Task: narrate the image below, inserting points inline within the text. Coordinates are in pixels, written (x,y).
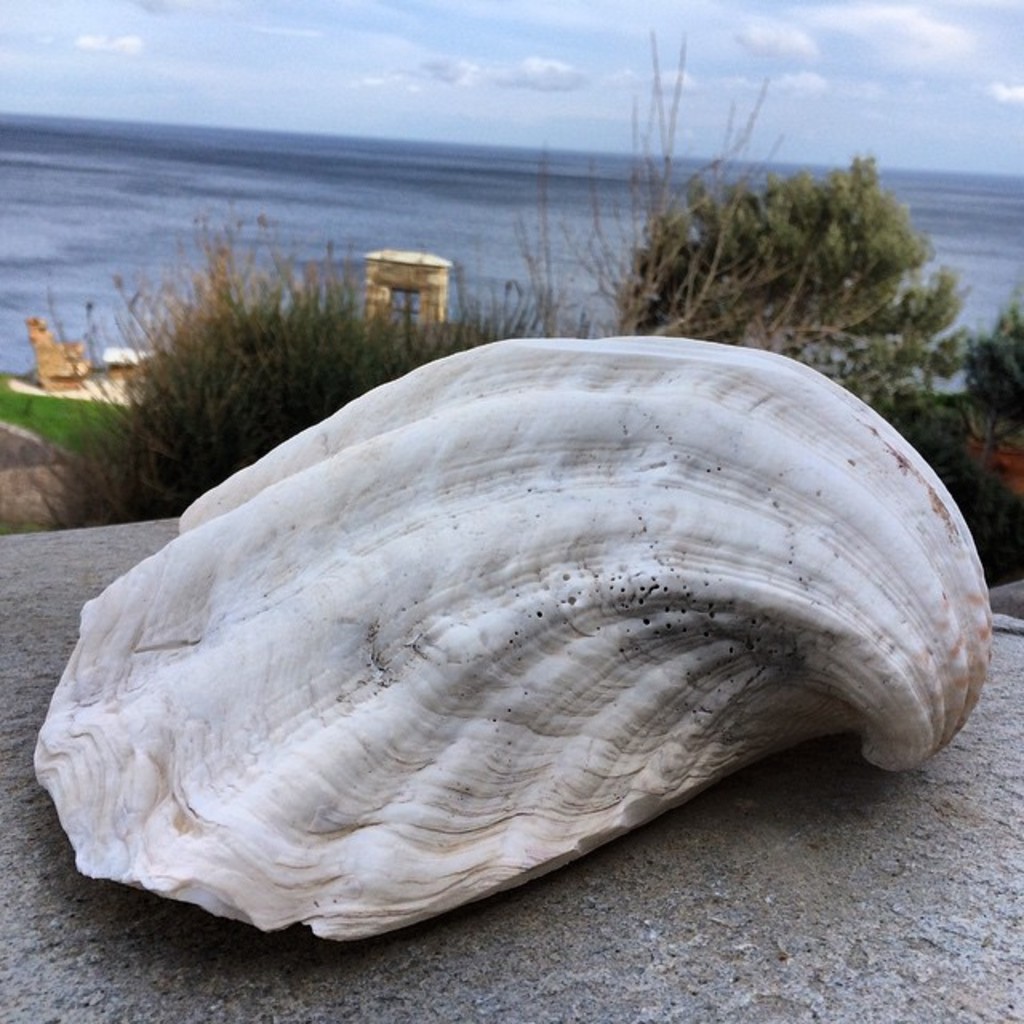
In the center of the image (570,565) there is a shell (475,687) on the ground (622,934). In the background (68,232) we can see trees (959,405), sea (304,250), building (381,277), plants (341,301), sky (936,135) and clouds (772,52).
